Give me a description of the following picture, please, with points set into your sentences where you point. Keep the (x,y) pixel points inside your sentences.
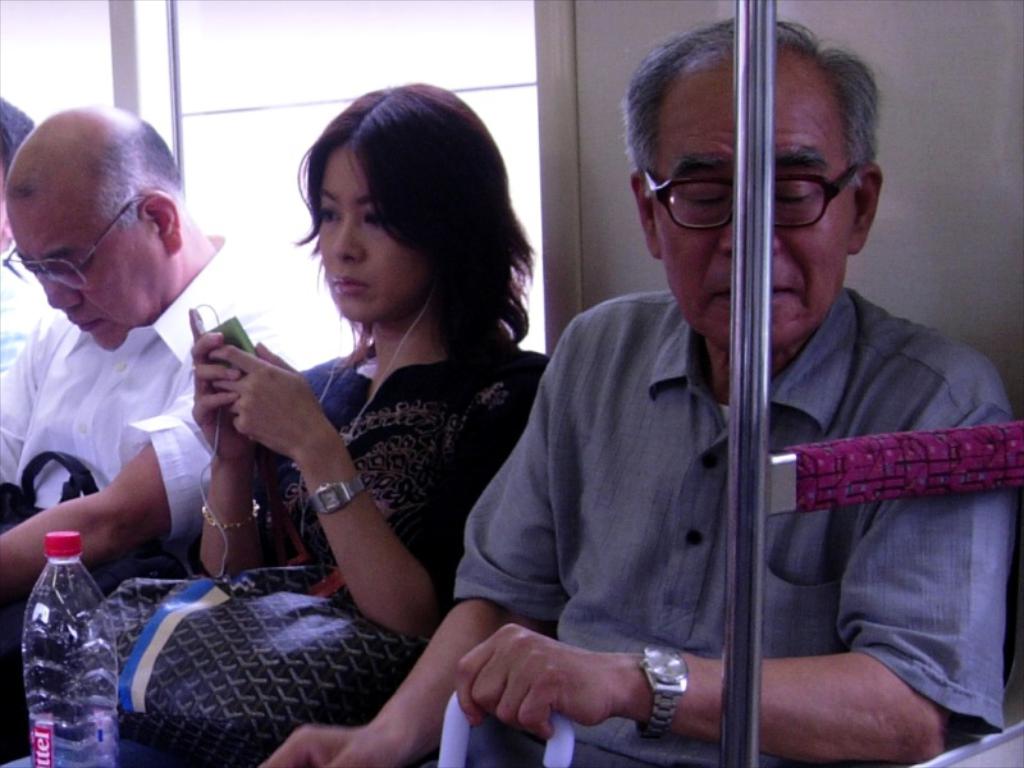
In this picture, we see two men (116,323) and a woman (491,439) are sitting. The man (600,669) on the right side (790,663) is holding a stick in his hand (576,688). Beside him, we see a woman (450,562) is holding a green color object (221,330). On the left side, we see a black bag (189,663). At the bottom (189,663), we see a water bottle (33,670) and a black bag (191,692). On the right side (758,481), we see the iron rods (758,562). In the background (937,276), we see a window (520,81) and a wall (961,196).
